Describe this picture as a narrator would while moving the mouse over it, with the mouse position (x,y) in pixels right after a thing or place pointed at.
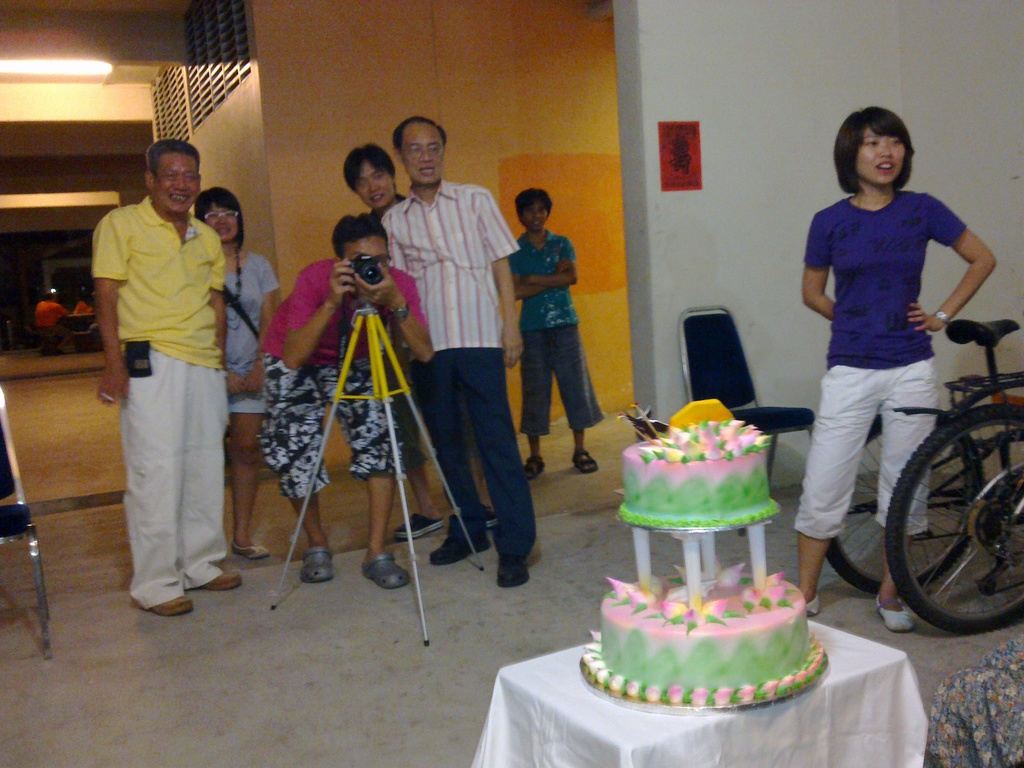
In this picture I can see few people (438,367) standing and a man (372,285) taking picture with the help of a camera (365,272) on the stand (374,343) and I can see couple of bicycles (991,412) and couple of chairs (12,511) and I can see a cake (759,664) on the table (505,725) and I can see light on the ceiling (63,29).
